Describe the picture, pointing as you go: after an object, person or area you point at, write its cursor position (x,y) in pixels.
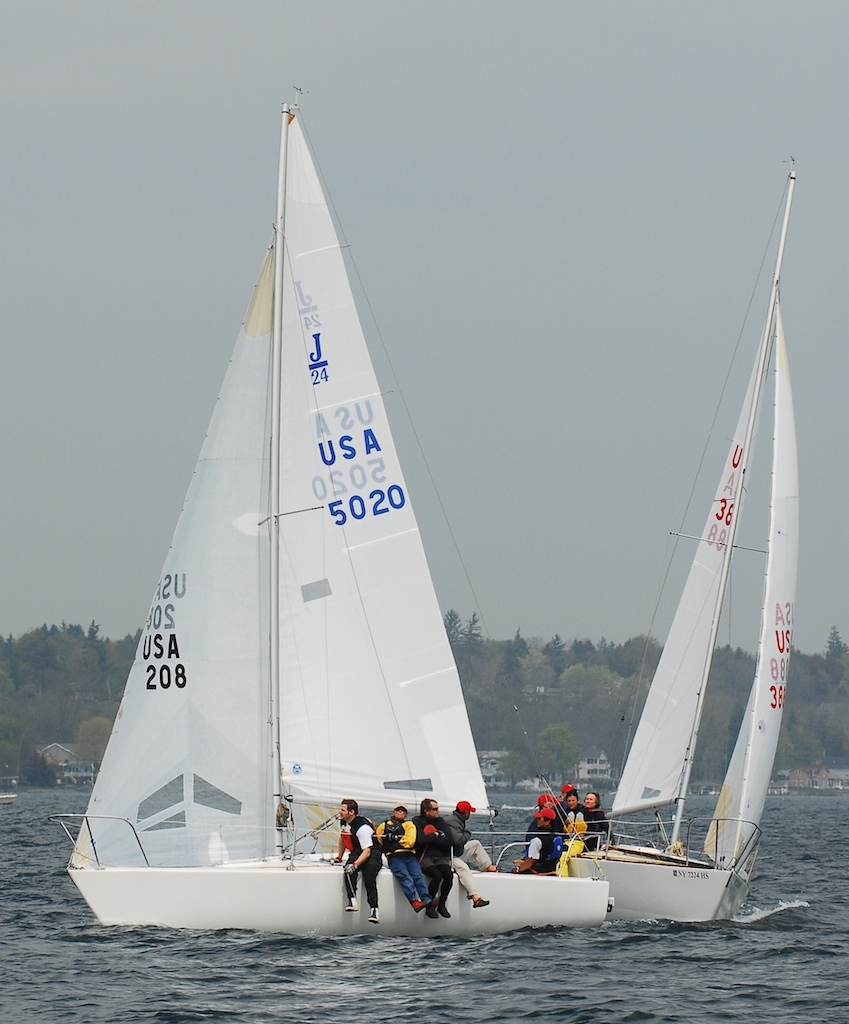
In this image I can see water (217,956) in the front (519,966) and on it I can see few boats (634,858). I can also see few people (417,880) on these boats (471,771). In the background (52,751) I can see number of trees (565,746), few buildings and on these boats (369,595) I can see something is written.
